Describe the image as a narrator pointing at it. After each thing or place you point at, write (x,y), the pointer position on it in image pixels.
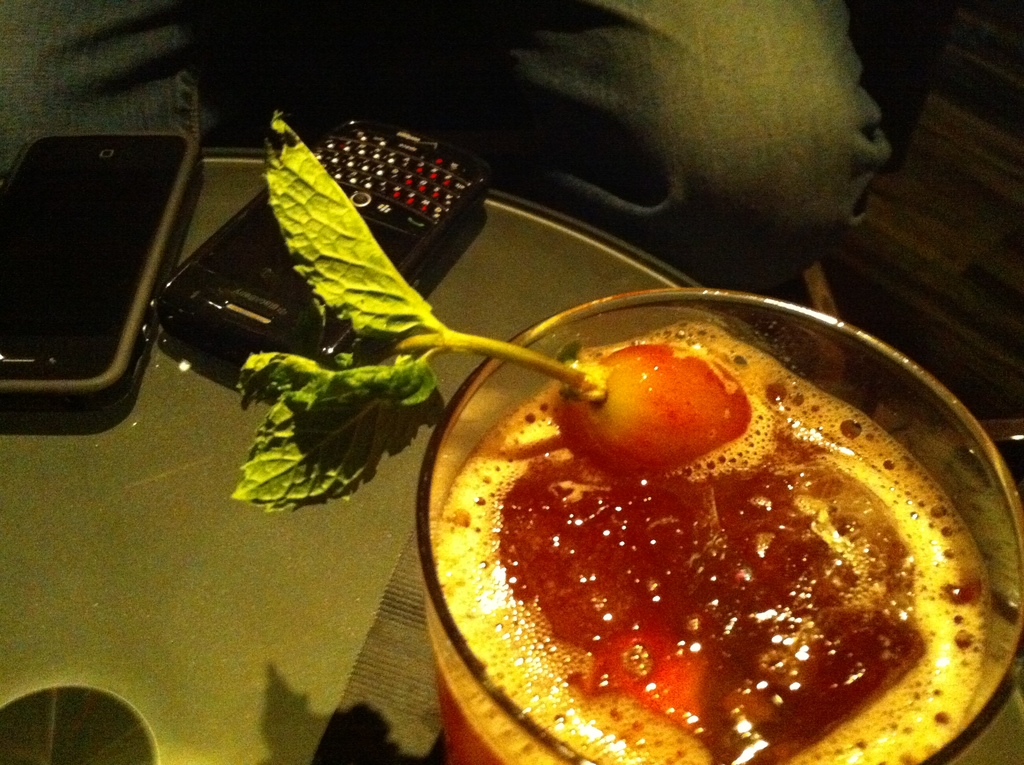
In this image there are two mobile phones (71,286), a glass (553,490) with a drink (485,455) on a table (141,430), beside the table (144,400) there are legs (84,127) of a person (844,115).
